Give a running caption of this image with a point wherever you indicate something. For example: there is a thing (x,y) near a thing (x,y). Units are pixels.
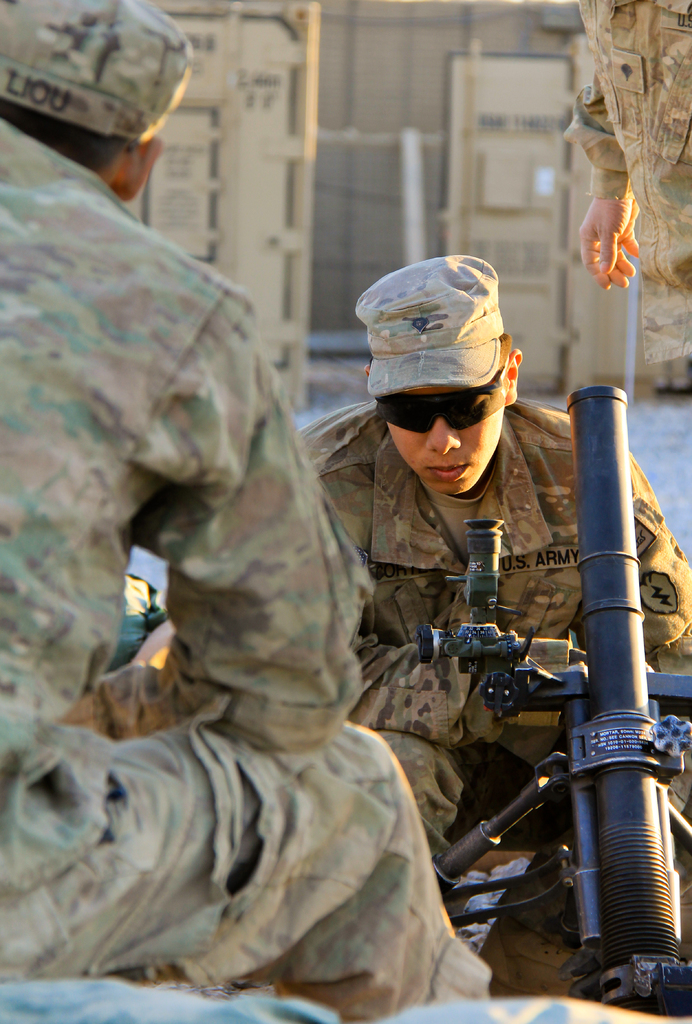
This image is taken outdoors. In the background (387,185) there is a wall (384,176). On the right side of the image (596,163) there is a person (582,8) standing on the ground (675,494) and a man (571,572) is sitting and there is a gun (582,750). On the left side of the image (148,521) a man (214,735) is sitting.
